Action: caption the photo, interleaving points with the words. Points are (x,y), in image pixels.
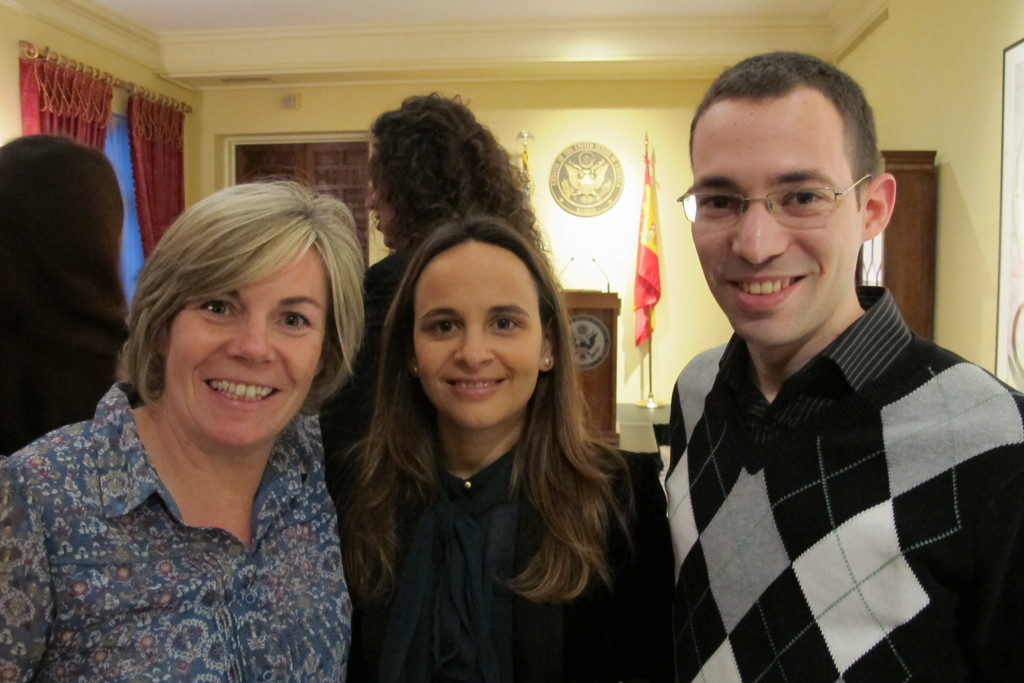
This picture is clicked in the room (367,292). In front of the picture, two women (165,450) and a man (851,527) are standing. Three of them are smiling. Behind them, the woman (408,209) in the black dress (378,278) is standing. Behind her, we see a podium (575,320). In the background (553,176), we see a wall (588,232) on which emblem (606,181) is placed. Beside that, we see a flag (644,265) in red and yellow color. On the left side (51,74), we see windows (120,154) and curtains (134,124) in red color. On the right side (906,223), we see a cupboard (916,205) and a photo frame (1011,298) placed on the yellow wall (898,140).
